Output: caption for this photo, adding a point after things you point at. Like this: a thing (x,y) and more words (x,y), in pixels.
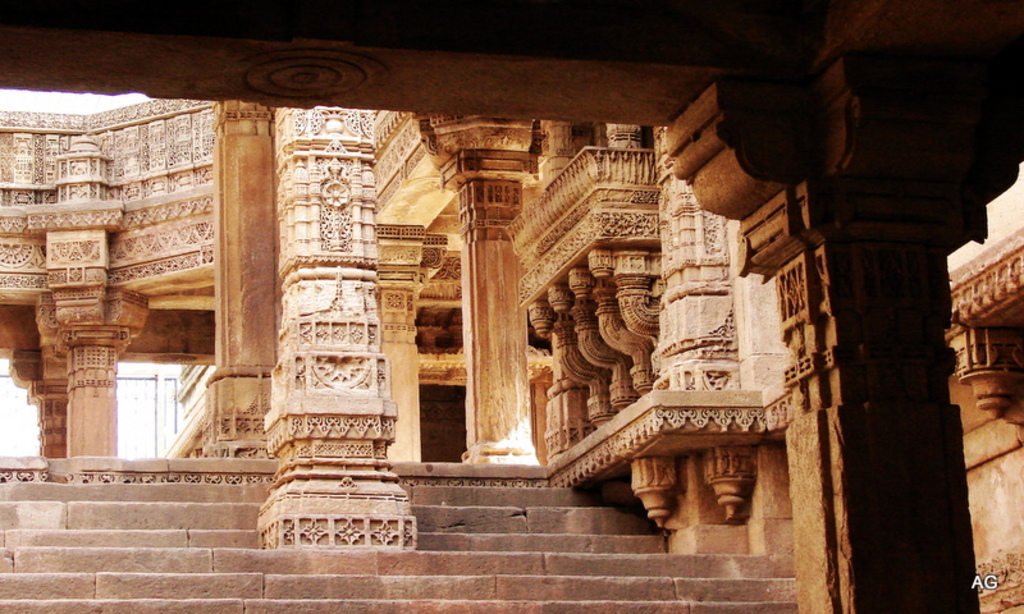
This looks like an ancient architectural building (201,263). I can see the sculptures (99,185) on the walls (49,165) and pillars (327,364). These are the stairs (137,521). At the bottom right side of the image (992,581), I can see the watermark (978,585).
